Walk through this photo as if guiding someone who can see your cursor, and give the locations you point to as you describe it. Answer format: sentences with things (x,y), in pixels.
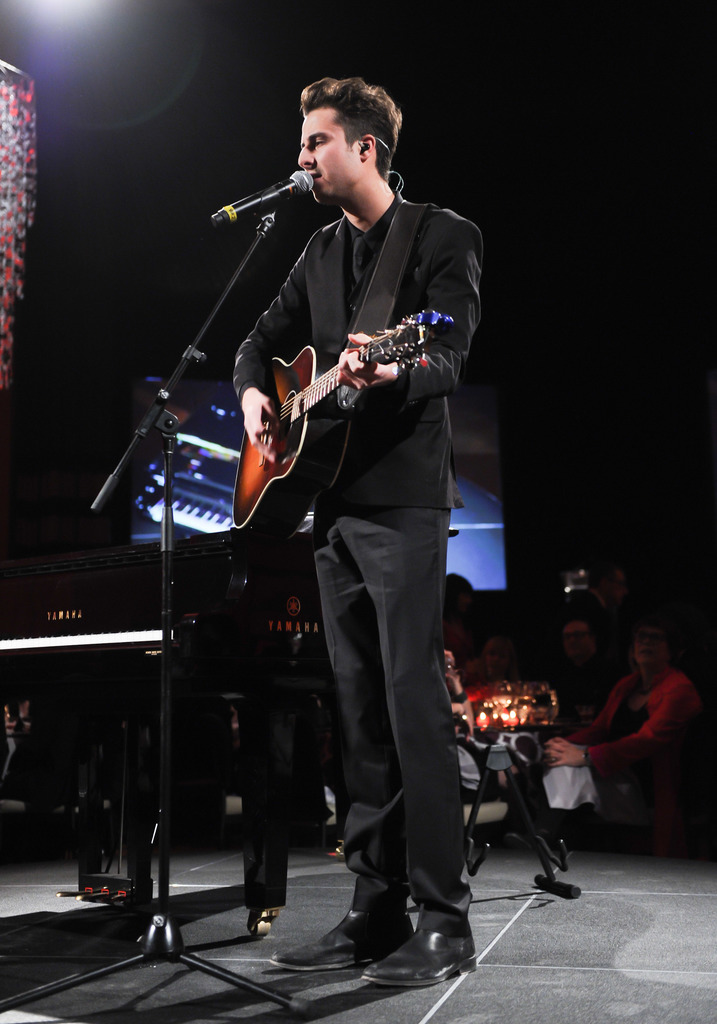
This man (422,449) wore black suit (419,493) and playing a guitar (304,389) in-front of mic (270,196). This is a mic holder (167,655). Far these persons (559,679) are sitting. This is a piano keyboard (82,639). A screen (202,506) on wall (130,426).
